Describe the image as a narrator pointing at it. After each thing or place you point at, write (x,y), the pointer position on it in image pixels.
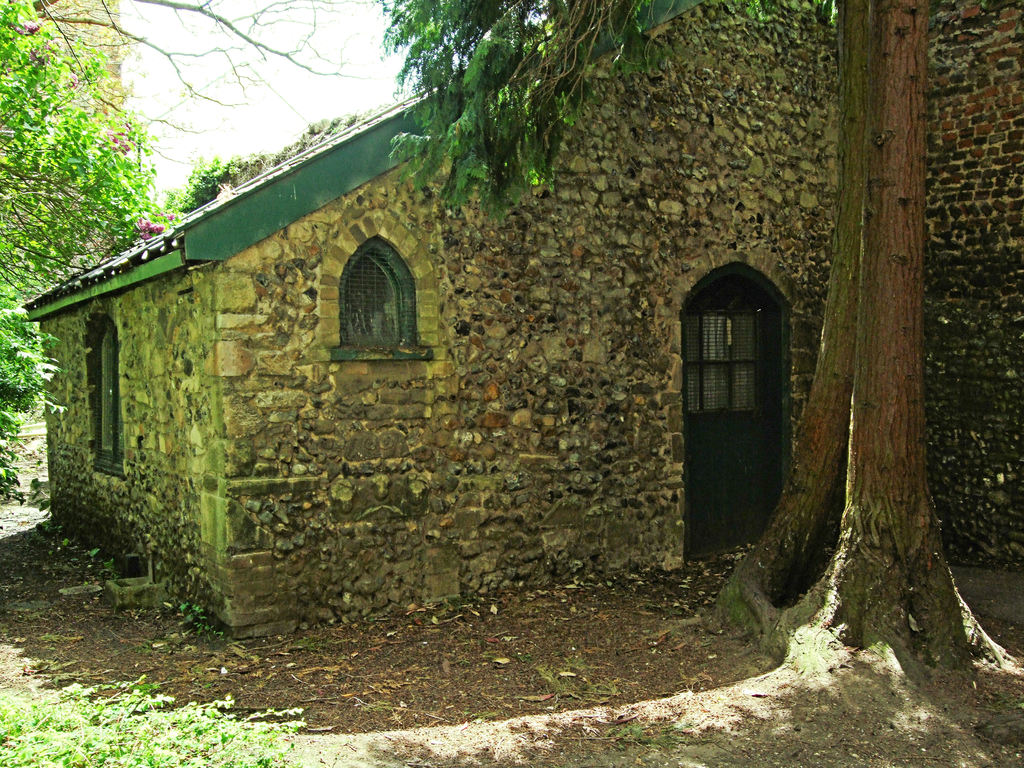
On the right side of the image (738,433) we have tree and a door (733,417). In the middle of the image (638,376) we have mud (401,710), dried leaves (397,664), stone house (329,449) and a window (392,315). On the left side of the image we have a tree (13,12) and window (118,431).
